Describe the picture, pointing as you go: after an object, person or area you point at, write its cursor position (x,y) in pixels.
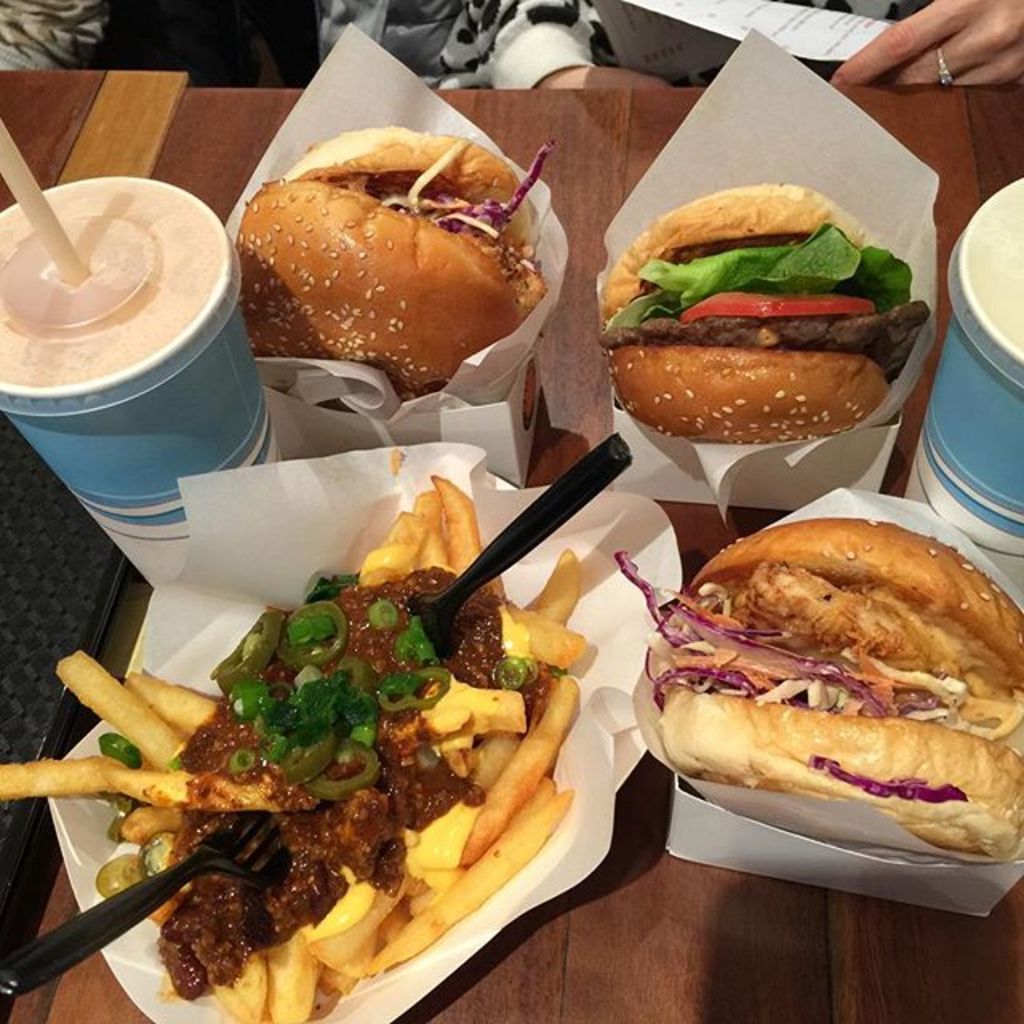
In this picture we can see food items (772,760) with boxes (608,805), glasses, straw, fork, spoon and an object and these all are placed on a platform (630,878) and in the background (884,28) we can see people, paper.
